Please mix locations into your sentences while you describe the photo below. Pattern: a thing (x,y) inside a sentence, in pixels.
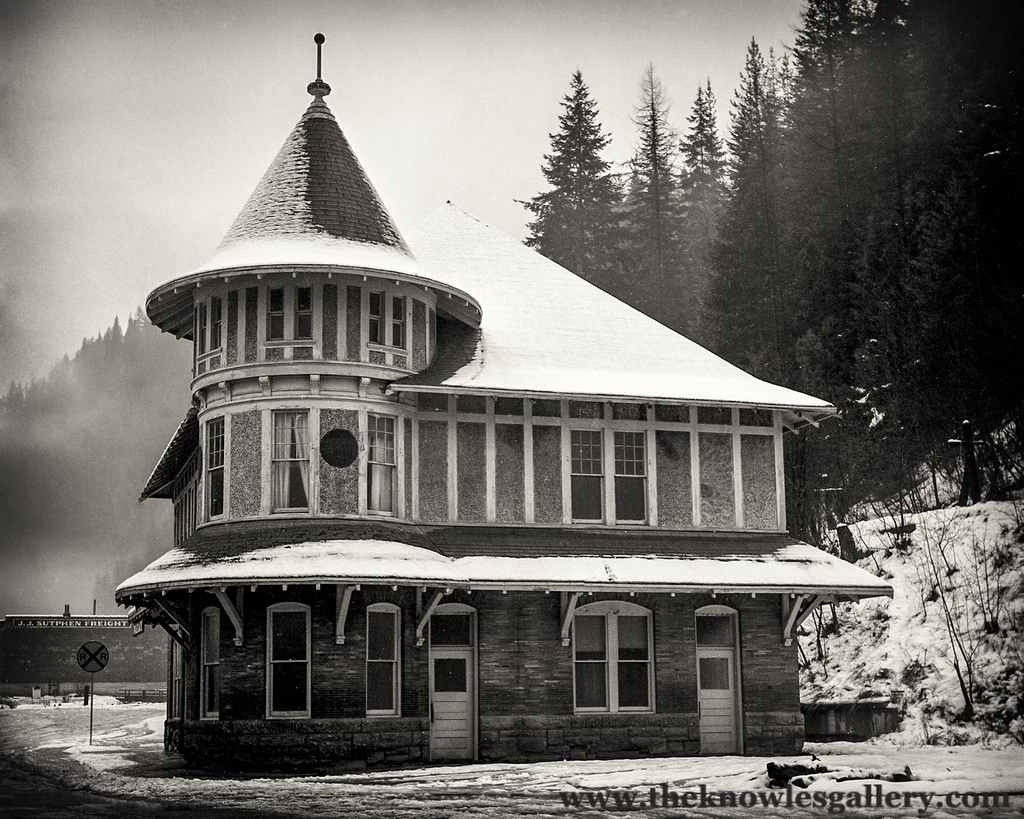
This is a black and white image. In this image we can see a building (399,576) with windows (593,658) and doors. In the back (699,174) there are trees (660,245). Near to the building (170,644) there is a sign board (86,662). At the bottom (706,790) there is a text (867,798). In the background (393,80) there is sky (397,74).
